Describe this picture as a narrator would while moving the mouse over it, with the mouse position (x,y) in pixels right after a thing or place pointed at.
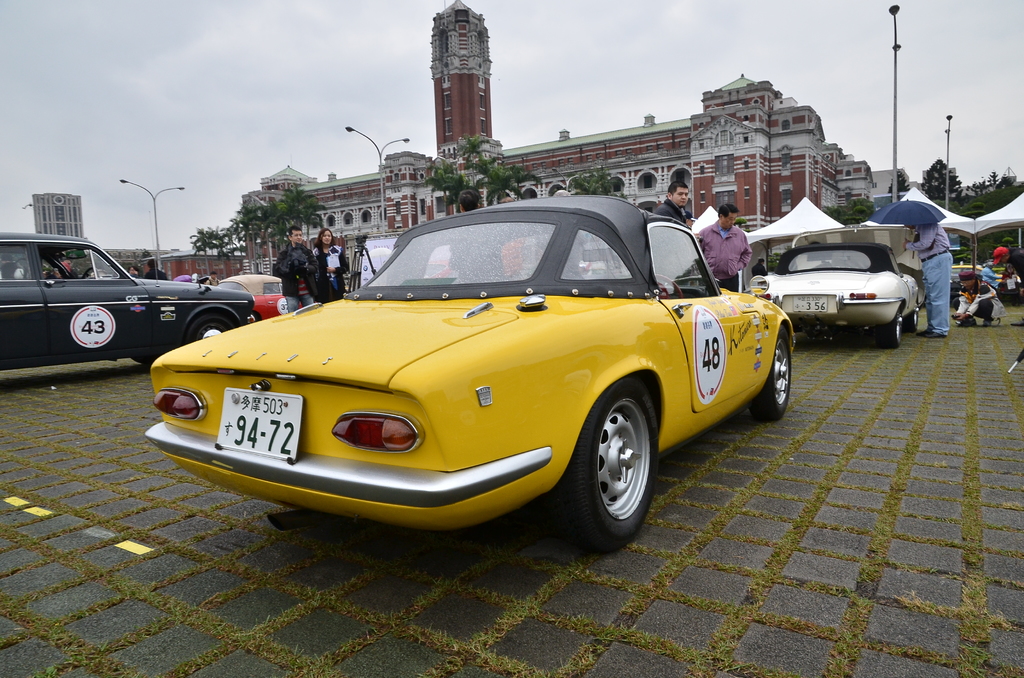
In this picture we can see few cars (662,301) and group of people (985,310), in the background (259,250) we can find few tents (703,226), trees (964,206), poles (174,189) and buildings (626,194), and also we can see few people (985,288) are seated.
